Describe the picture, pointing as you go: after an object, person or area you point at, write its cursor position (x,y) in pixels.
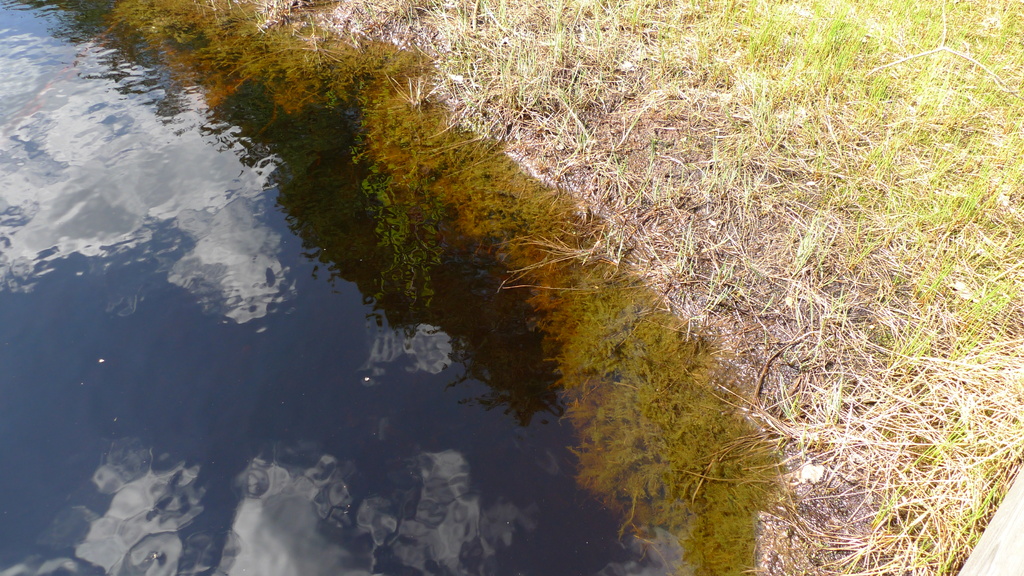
In the image I can see water (326,436), plants (695,166) and also I can see the reflection (40,227) of clouds (275,476) in the water (630,322).
